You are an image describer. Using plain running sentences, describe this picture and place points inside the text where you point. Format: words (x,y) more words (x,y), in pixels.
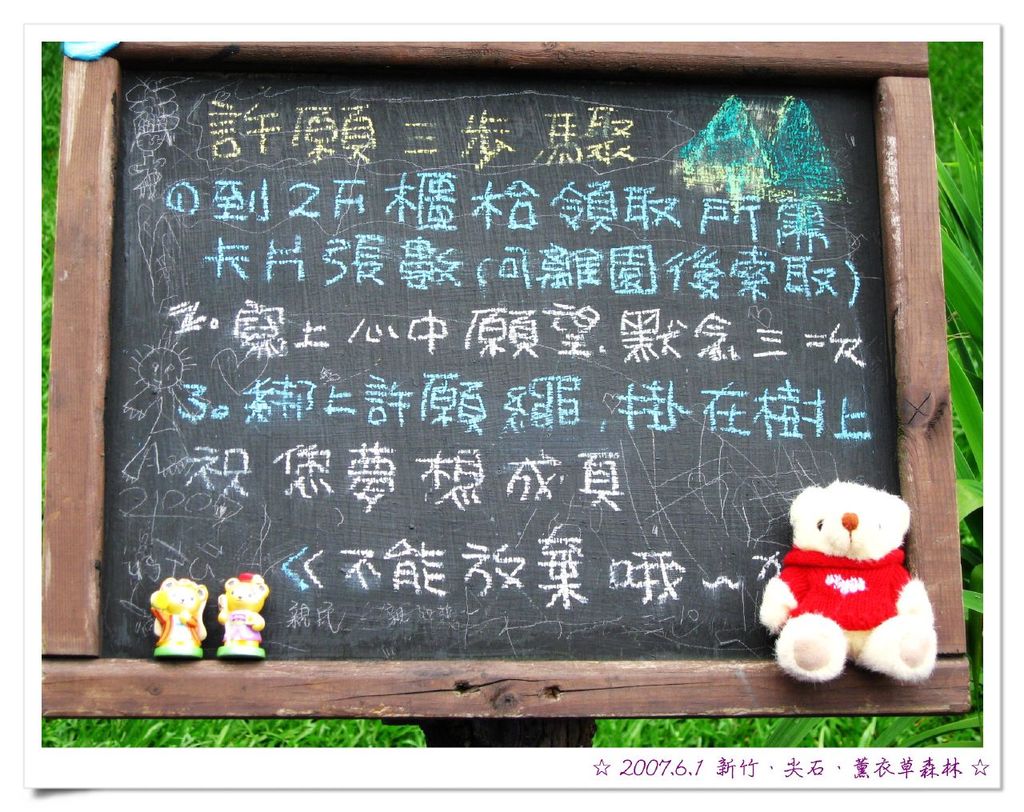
In this image there is a black board (429,518) and I can see some text (461,386) on that and also a teddy bear (795,626) and two toys (189,601) are placed on this board (143,653). In the background (971,200) there are some plants (964,239).
